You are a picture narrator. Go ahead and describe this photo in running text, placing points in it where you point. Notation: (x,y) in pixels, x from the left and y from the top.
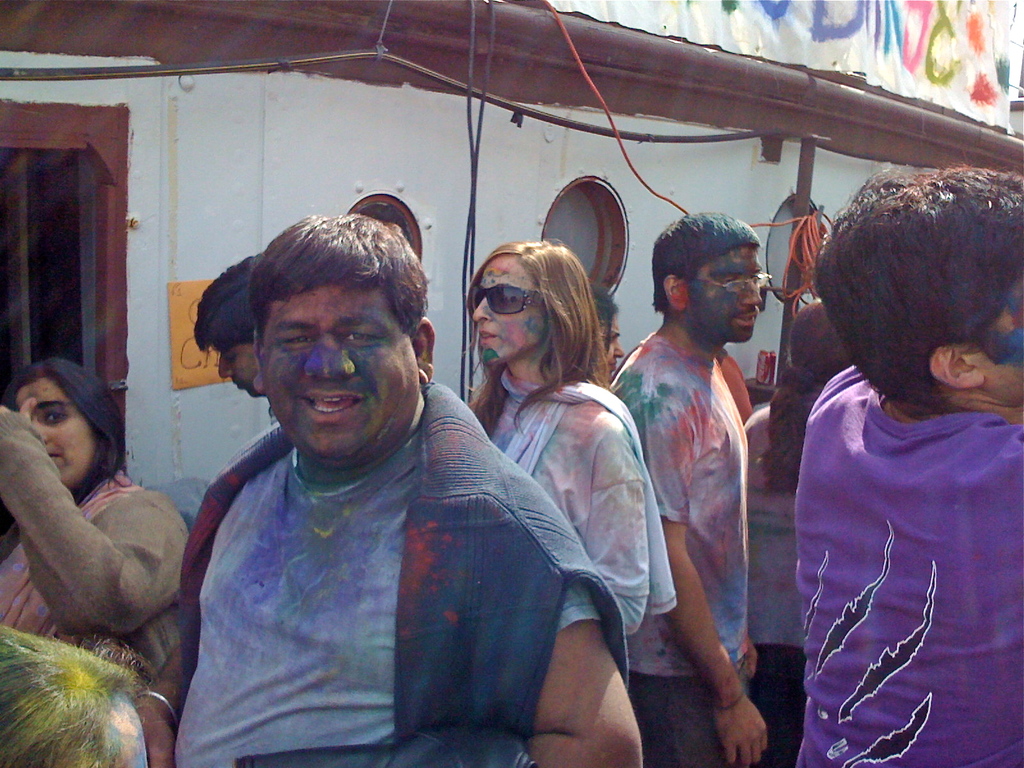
There are few people (467,571) here and their faces (356,411) and clothes (490,560) are rubbed with different types of colors. In the background (213,144) there is a wall (319,172), cables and a text (896,35) written on an object (861,44).
